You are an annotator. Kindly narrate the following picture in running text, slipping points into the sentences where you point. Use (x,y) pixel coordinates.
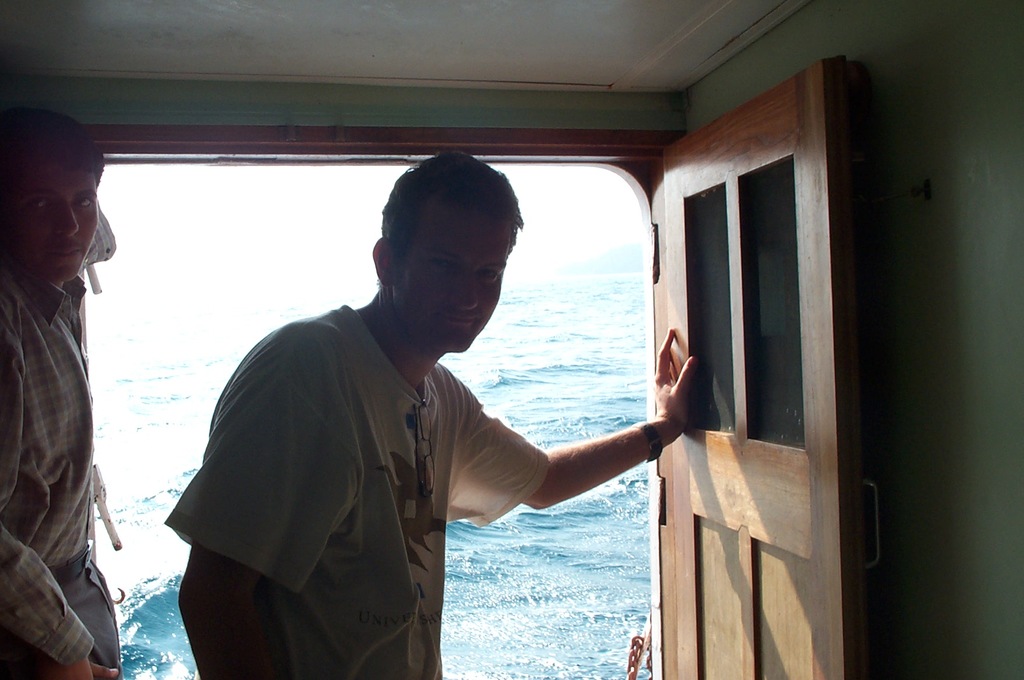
In this image, It looks like a ship (979,92). I can see two persons (201,525) standing inside a ship (854,598) and there is a door (797,330). In the background (451,584), there is water (515,360).
